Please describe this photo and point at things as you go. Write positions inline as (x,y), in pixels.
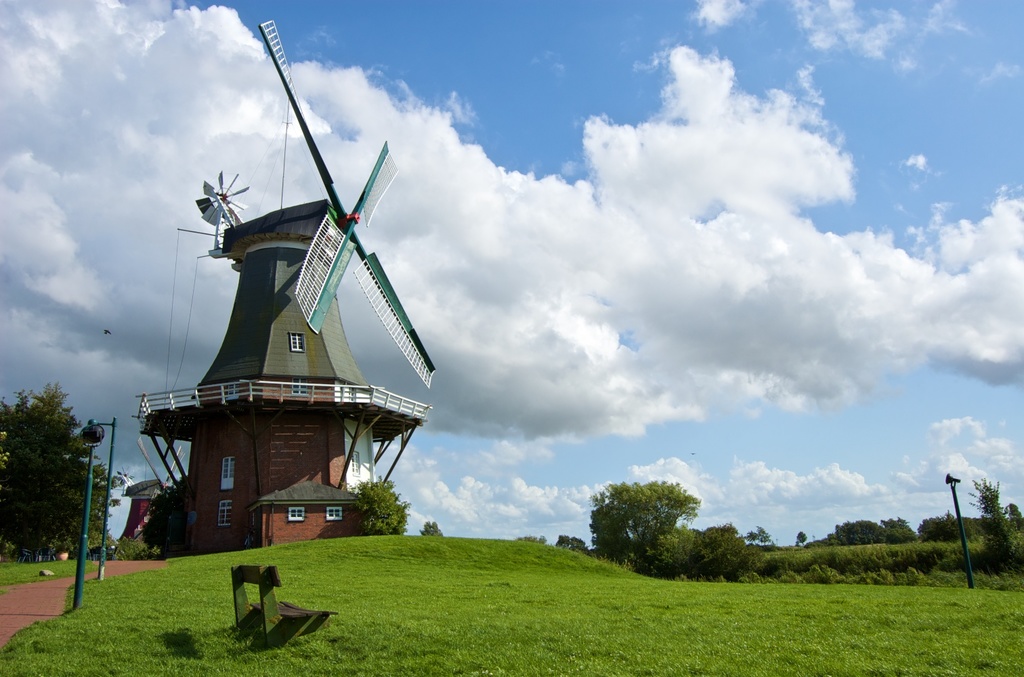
This is grass (613,632) and there is a bench (270,606). Here we can see poles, trees (62,427), and a building (328,414). In the background (192,179) there is sky (508,174) with heavy clouds (860,348).
